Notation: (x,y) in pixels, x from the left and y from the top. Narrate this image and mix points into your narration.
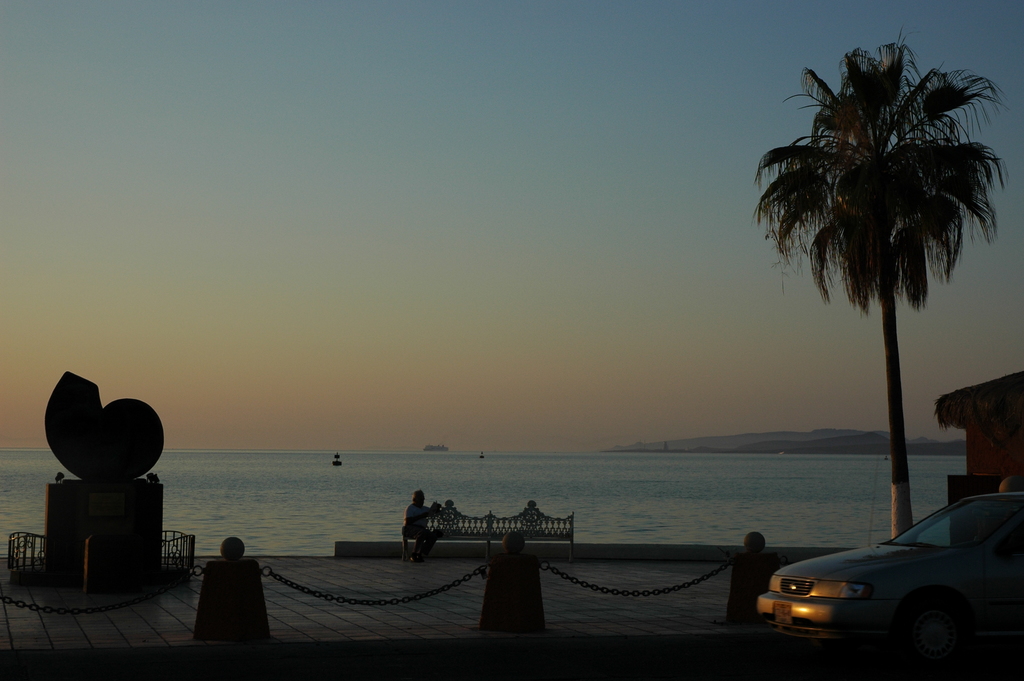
On the right side of the image (890,570) there is a car (839,620). Behind the car (847,604) there are poles (248,588) with chains (31,605). Behind them there is a footpath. On the footpath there is a bench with a person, pedestal (118,540) with a statue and a wall (1012,464) with a roof (982,424). Behind them there is water (791,478). Behind the water (250,511) there are hills (761,437). At the top of the image (404,161) there is sky (217,255).
